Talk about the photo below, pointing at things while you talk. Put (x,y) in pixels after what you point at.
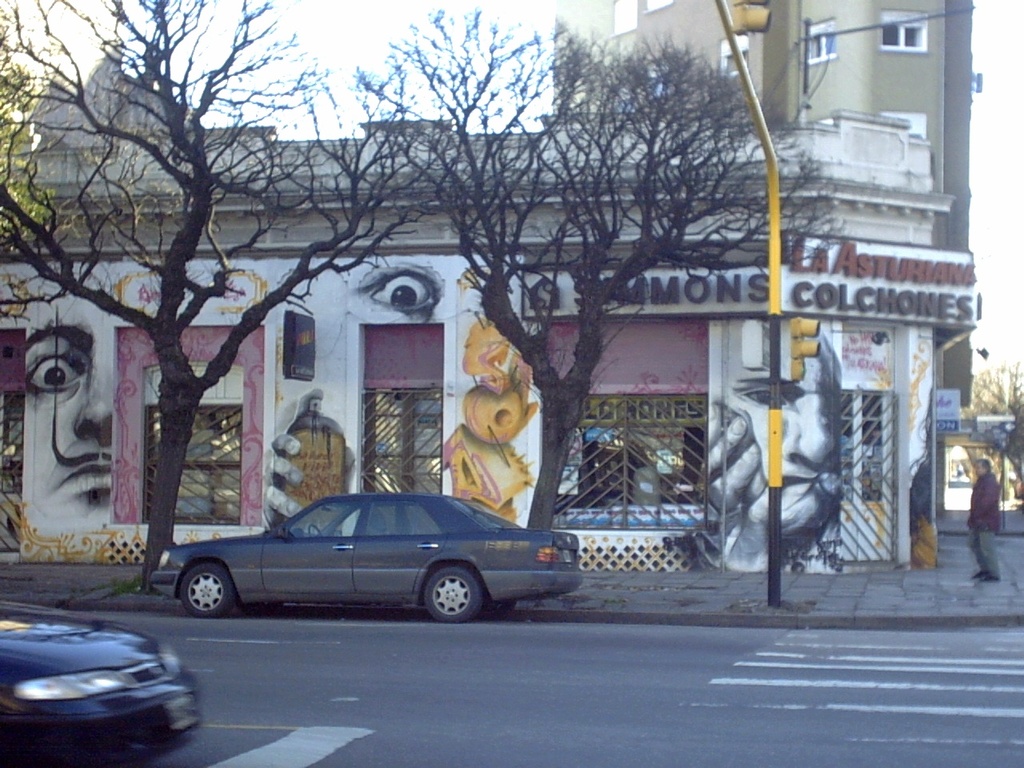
In this image we can see few stores (610,410). There are few paintings (517,393) on the wall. There are few trees (578,401) in the image. There are few vehicles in the image. There is a person (975,525) at the right side of the image (991,531). We can see the traffic lights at the top of the image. We can see the sky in the image.
